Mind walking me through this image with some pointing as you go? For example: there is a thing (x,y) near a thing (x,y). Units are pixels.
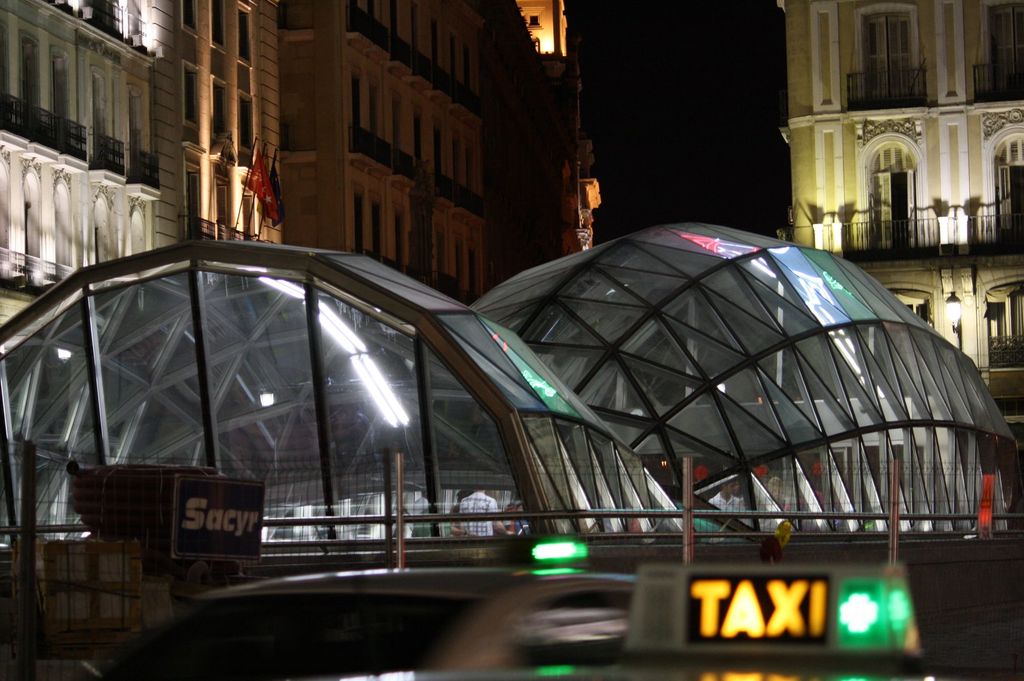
In this image I can see the vehicle (389,586), railing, boards (230,517) and the sheds (380,470). In the background (523,164) I can see the buildings (541,157) with railing (872,230) and the windows (1003,167).
